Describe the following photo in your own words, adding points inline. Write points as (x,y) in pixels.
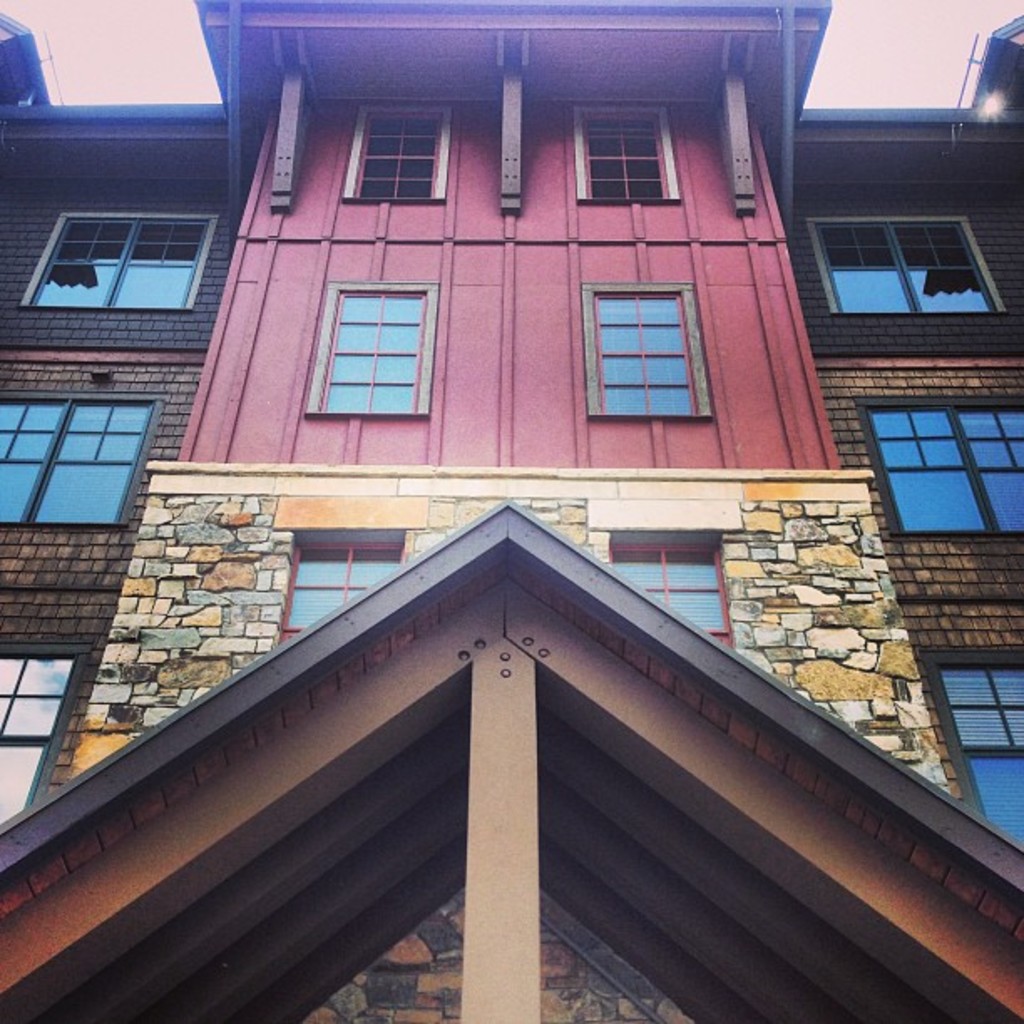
In this picture we can see a building (404,185) with windows (341,350) and in the background (99,76) we can see the sky (887,42).
